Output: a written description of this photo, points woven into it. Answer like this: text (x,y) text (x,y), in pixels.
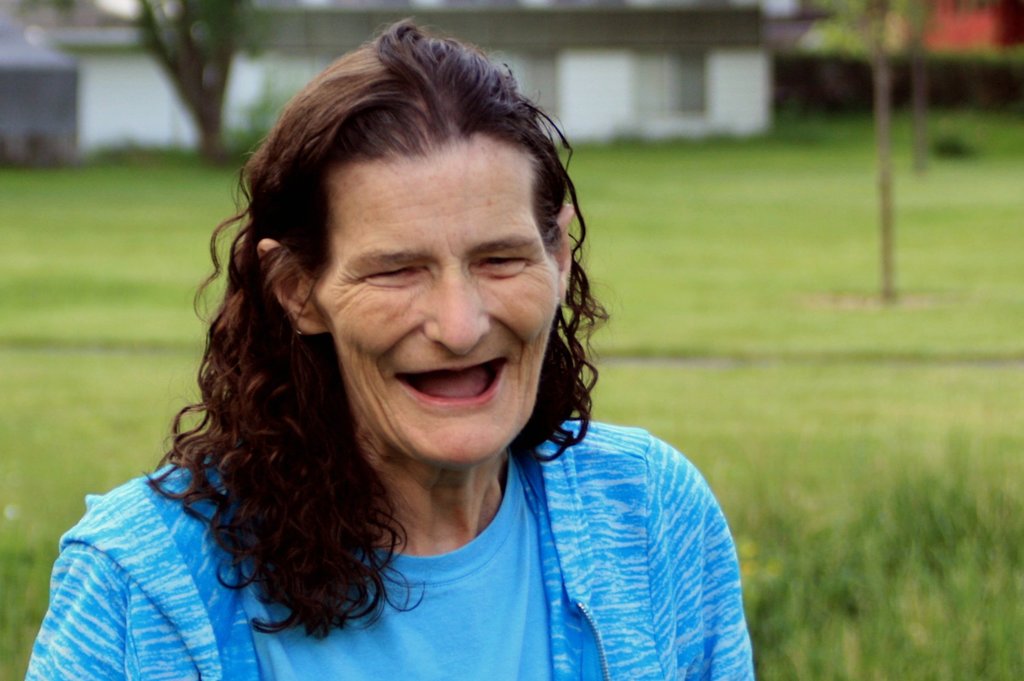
In this picture I can see a woman (319,376) and smile (473,384) on her face (469,366) and grass (723,352) on the ground (16,337). I can see a building (544,49) in the back (203,58) and few trees (215,47).
